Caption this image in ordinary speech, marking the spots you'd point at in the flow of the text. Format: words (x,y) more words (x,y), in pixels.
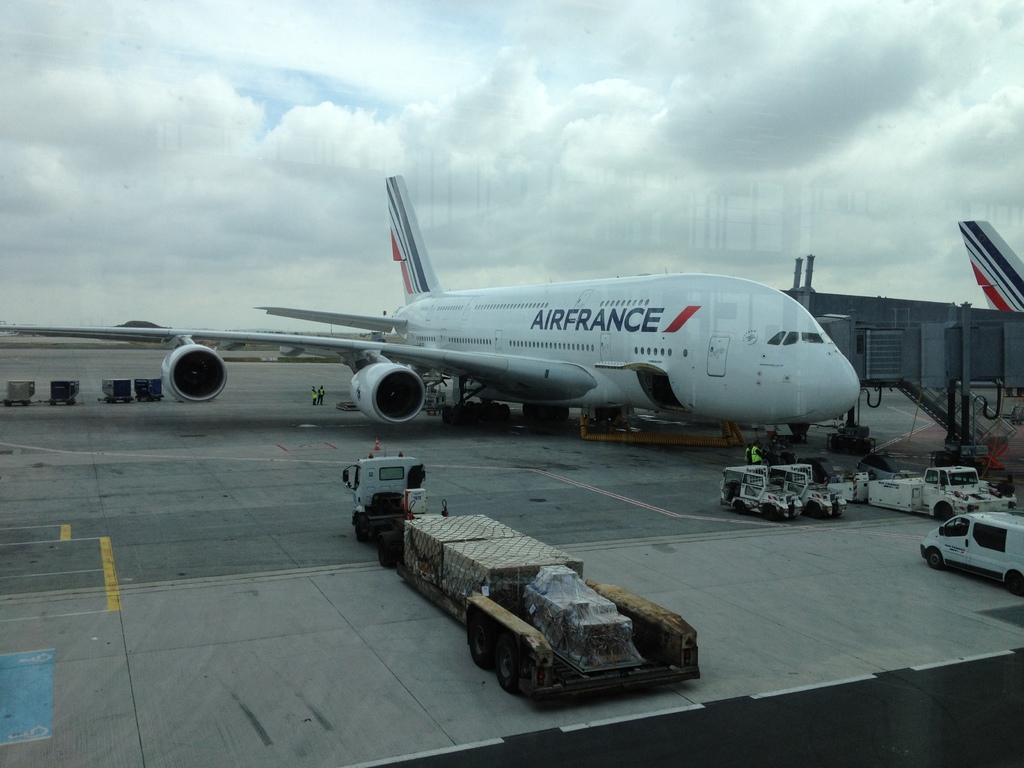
In this image there are airplanes (769,414), vehicles (1009,558), and some boxes (489,572) and luggage (547,596) and there are some people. At the bottom (805,649) there is a walkway (948,696), and on the right side of the image (1000,287) there is a staircase (934,409), airplane (988,267), and objects (897,330). At the top (587,163) there is sky (322,224).
